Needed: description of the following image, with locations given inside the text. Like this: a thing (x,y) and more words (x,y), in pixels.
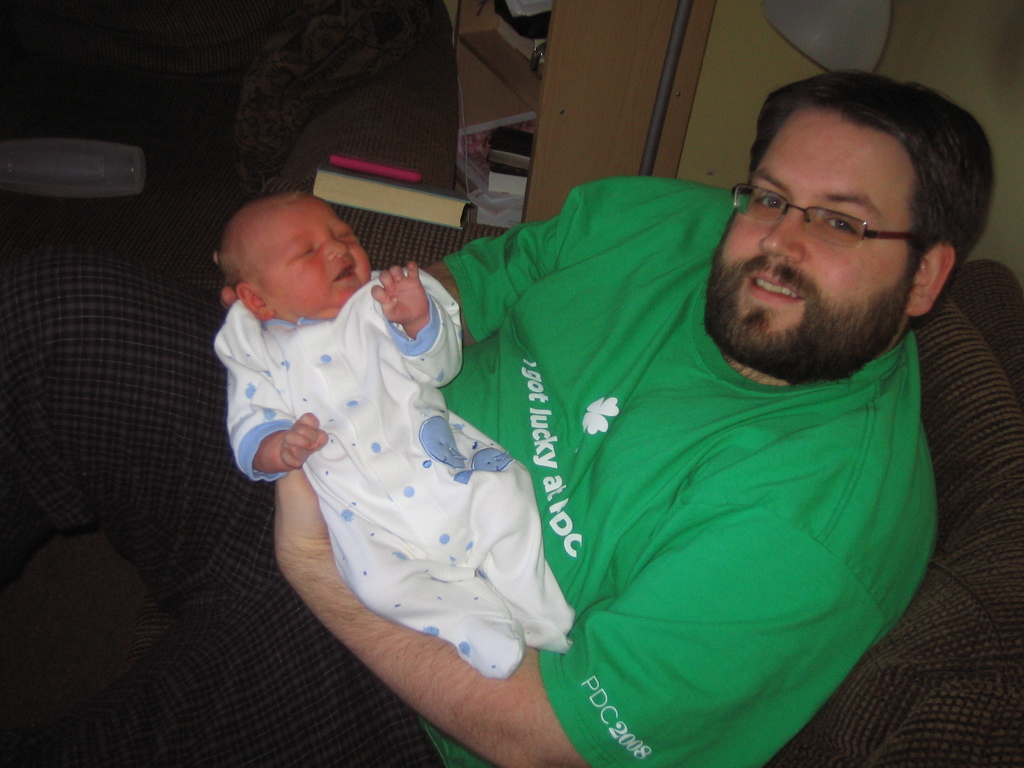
In the image in the center (542,367) we can see one person (652,407) sitting on the couch (175,104) and he is holding a baby (372,535). And he is smiling, which we can see on his face (742,340). And he is wearing green color t shirt (671,452). In the background (547,173) there is a wall (963,50), shelf (547,154), books (420,195), phone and few other objects (650,156).
